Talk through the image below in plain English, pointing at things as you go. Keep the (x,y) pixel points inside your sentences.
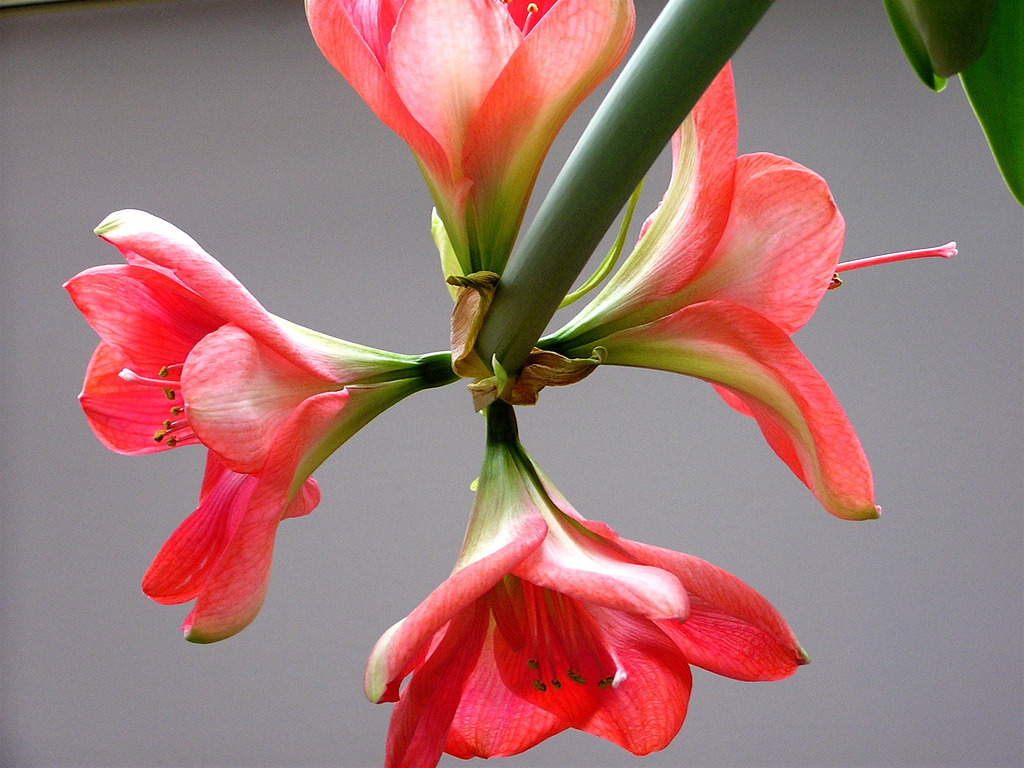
In this image, we can see a flower (485,104). We can also see some leaves (936,53) on the top right corner (1020,11). We can also see the background (1017,401).
